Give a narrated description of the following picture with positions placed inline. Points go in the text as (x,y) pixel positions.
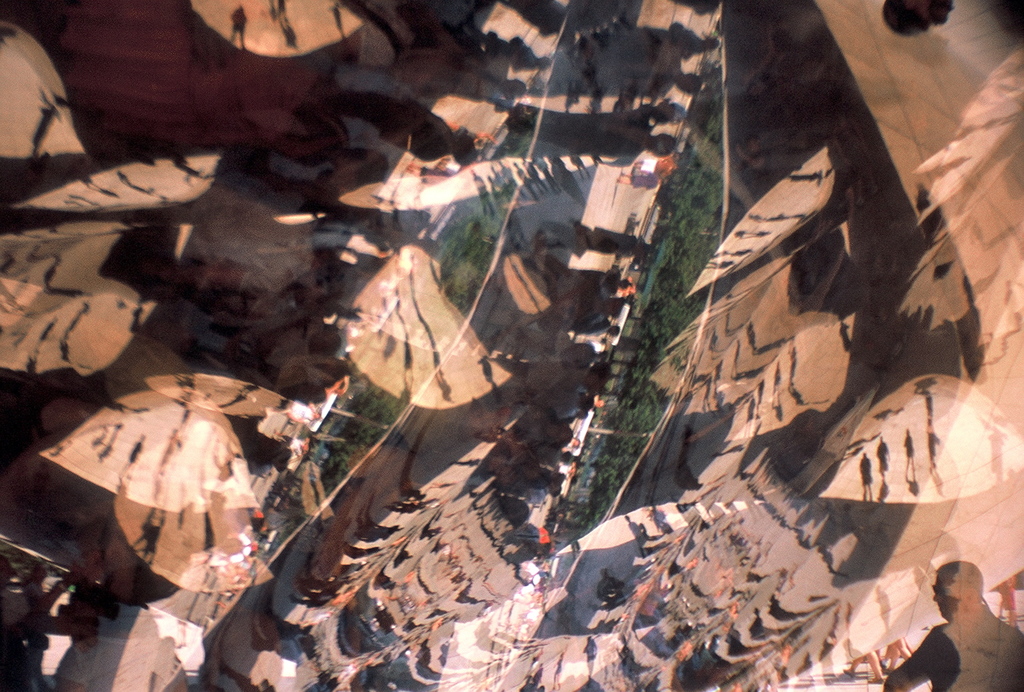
In this image in the foreground (695,220) there is a mirrored surface (493,77) and on the surface (425,261) we could see reflection (502,411) of some people (585,374), trees (654,342) and objects (319,237).
